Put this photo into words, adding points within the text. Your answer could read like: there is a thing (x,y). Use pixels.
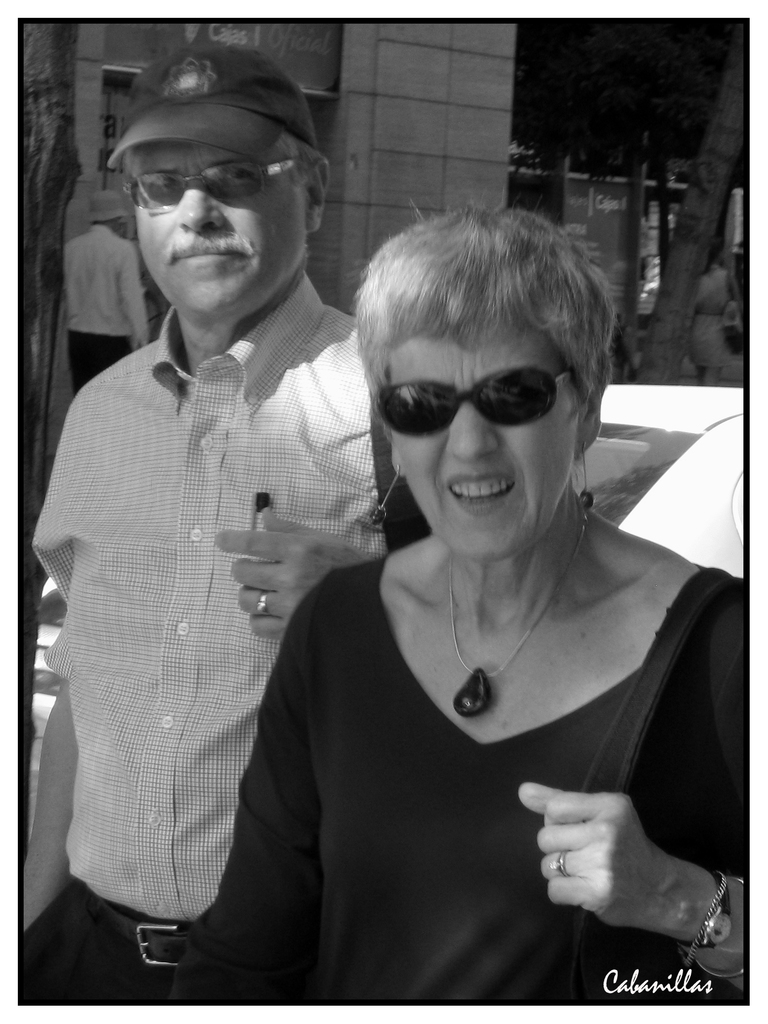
In this picture a man (150,561) and woman (368,682) are focused. Women (549,508) wore goggles (518,392), black shirt (359,854) and holding bag (622,751). Man (237,607) wore white shirt (135,679), belt (163,933), spectacles (238,184) cap (253,90). Far away there are trees (605,69). Backside of this woman (633,594) there is a car (655,479) in white color. Building (421,72) with bricks (390,85). Far away there is a man (112,259) standing here.
